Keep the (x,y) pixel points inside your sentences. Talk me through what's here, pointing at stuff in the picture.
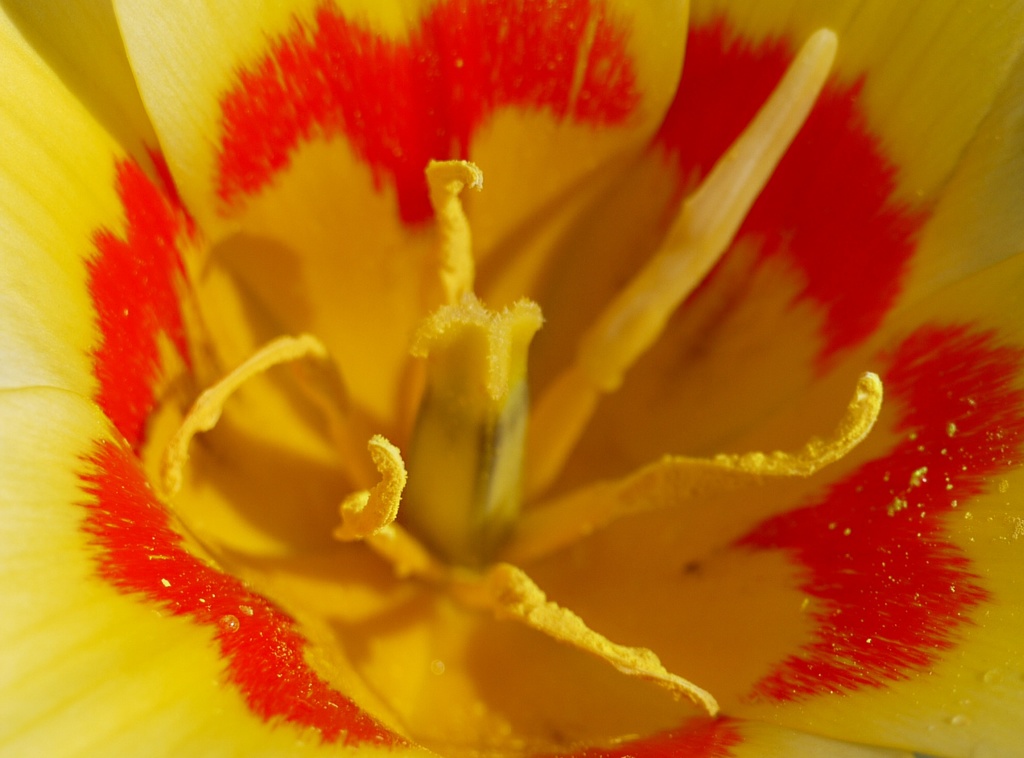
The picture consists of a yellow color flower (352,320), on the petals (262,279) we can see droplets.
